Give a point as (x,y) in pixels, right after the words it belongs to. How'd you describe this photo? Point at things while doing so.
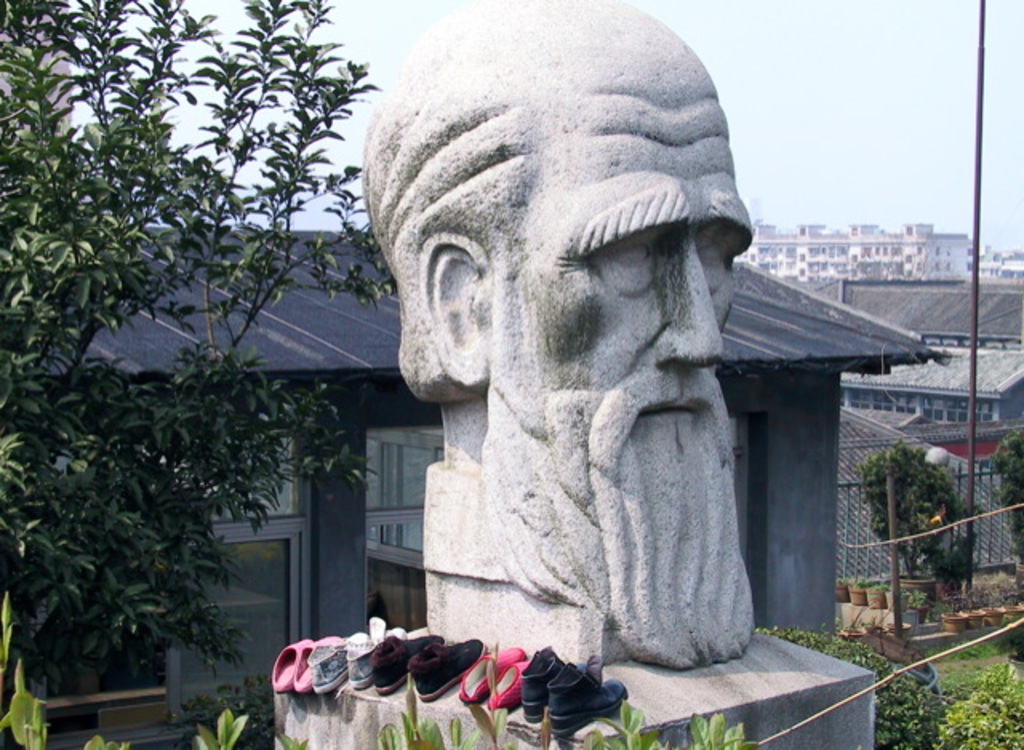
In this picture we can observe a statue (472,232) of a person's head (637,425). We can observe some shoes (448,650) placed beside the statue (424,497). There are some buildings (770,333) and houses (748,365). We can observe trees (75,483) and plants (843,652) on the ground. On the right side (973,470) there is a pole (982,119). In the background (837,102) we can observe a sky (814,92).
